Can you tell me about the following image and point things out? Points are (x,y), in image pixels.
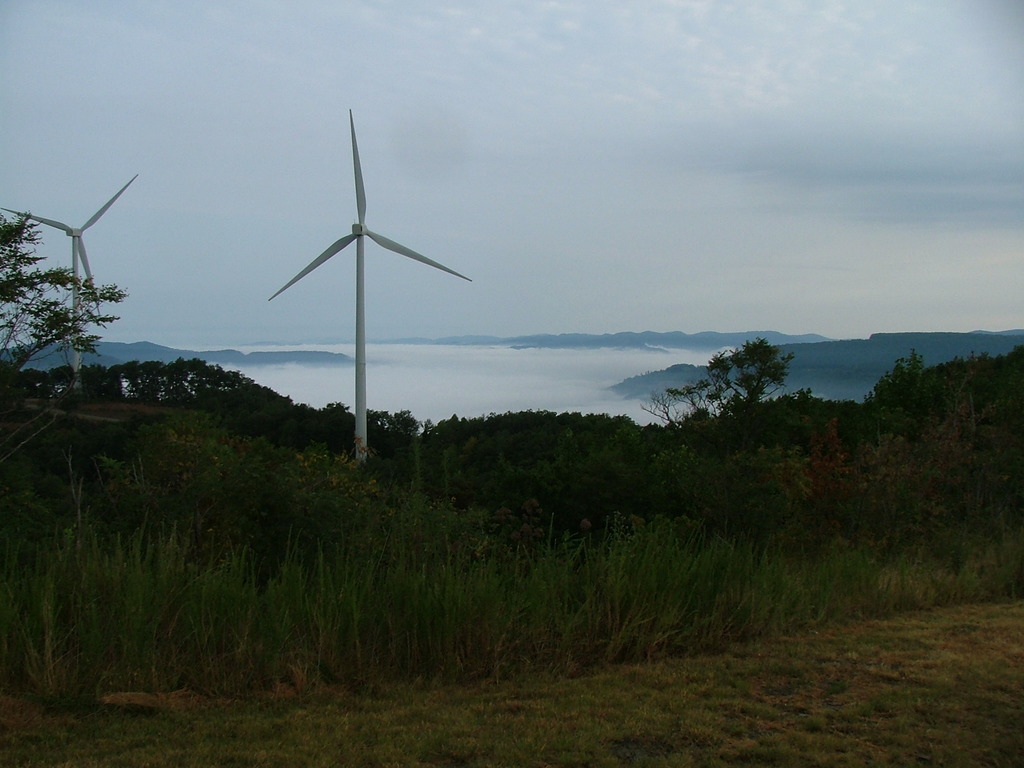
In the foreground of this image (698,598), there is grass (176,588), trees (302,410), wind fans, mountains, clouds (533,369) and the sky (694,192).
